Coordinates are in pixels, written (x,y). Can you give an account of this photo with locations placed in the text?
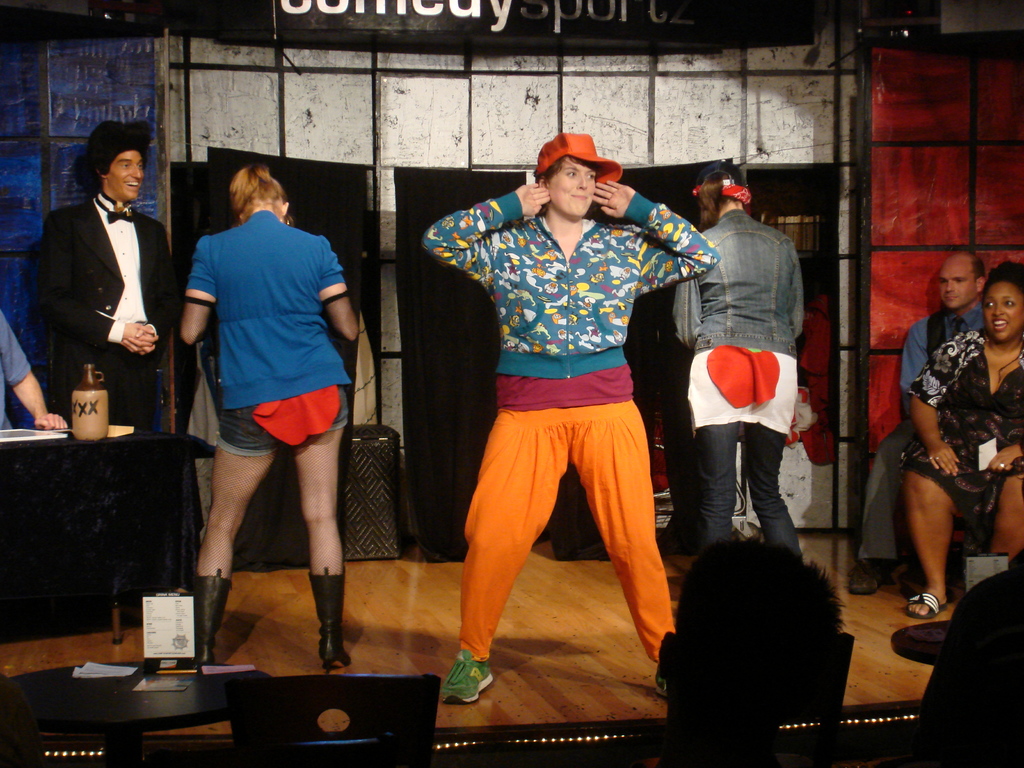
In this image in the front (1002,683) there are persons (958,697). In the center (523,436) there are persons (264,335) standing and sitting and smiling and there is a table (126,510) which is black in colour and on the table (118,445) there is a bottle (95,419). In the background (380,82) there is a curtain (288,172) which is black in colour and there are windows (605,115), on the top of the window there is some text (608,20) written on it and at the bottom of the image (169,712) there is an object (184,707) which is black in colour and on the object (169,698) there is a paper (165,643) with some text (165,631) written on it.
